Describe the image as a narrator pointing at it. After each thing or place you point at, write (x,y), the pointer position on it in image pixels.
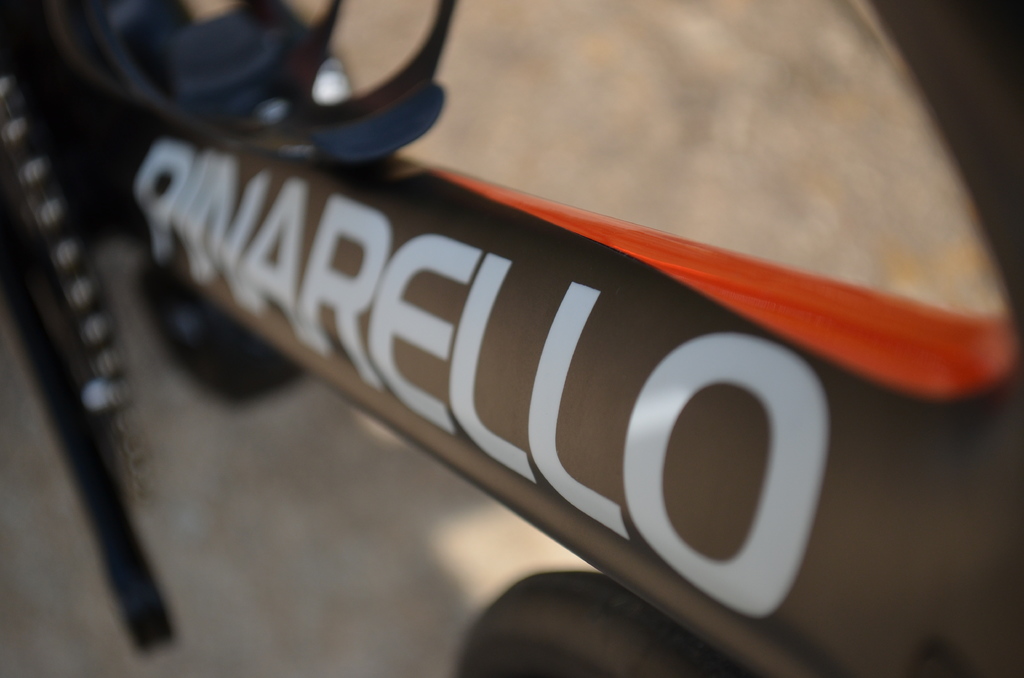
In this image, we can see an object (477,264) with some text (430,253). We can also see the blurred background (687,19).
